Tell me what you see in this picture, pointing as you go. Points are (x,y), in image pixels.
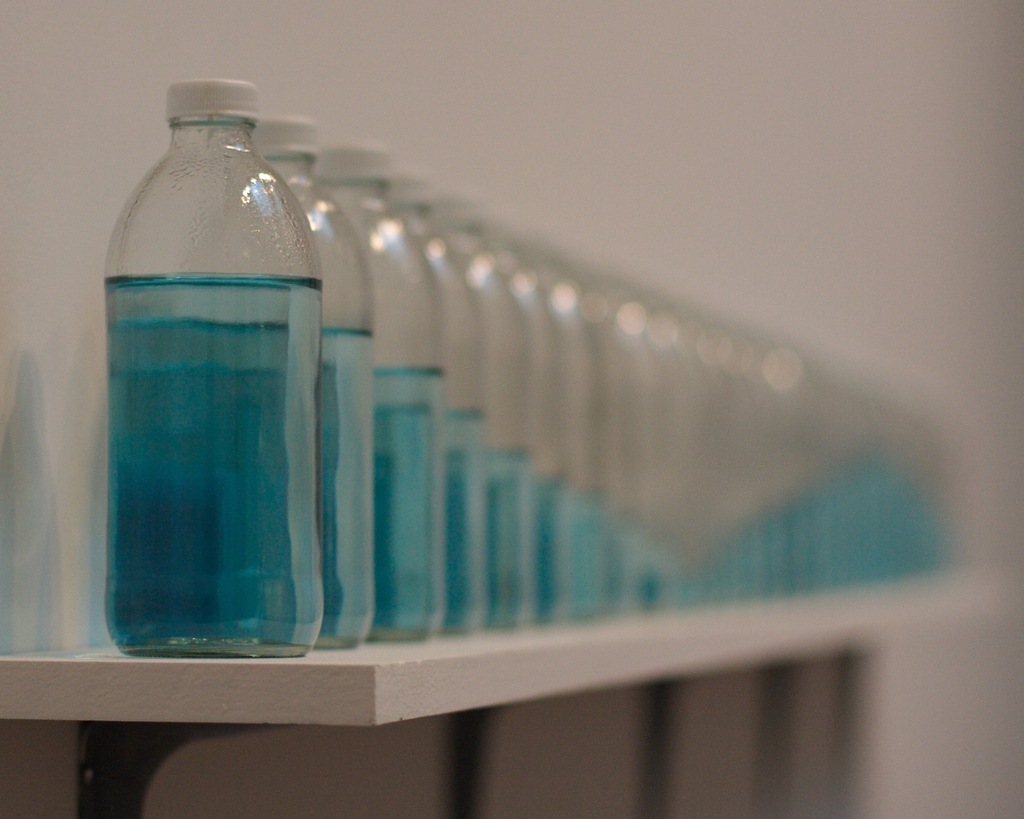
In this image there are a group of bottles (471,444), on the background (473,126) there is a wall (470,171).
